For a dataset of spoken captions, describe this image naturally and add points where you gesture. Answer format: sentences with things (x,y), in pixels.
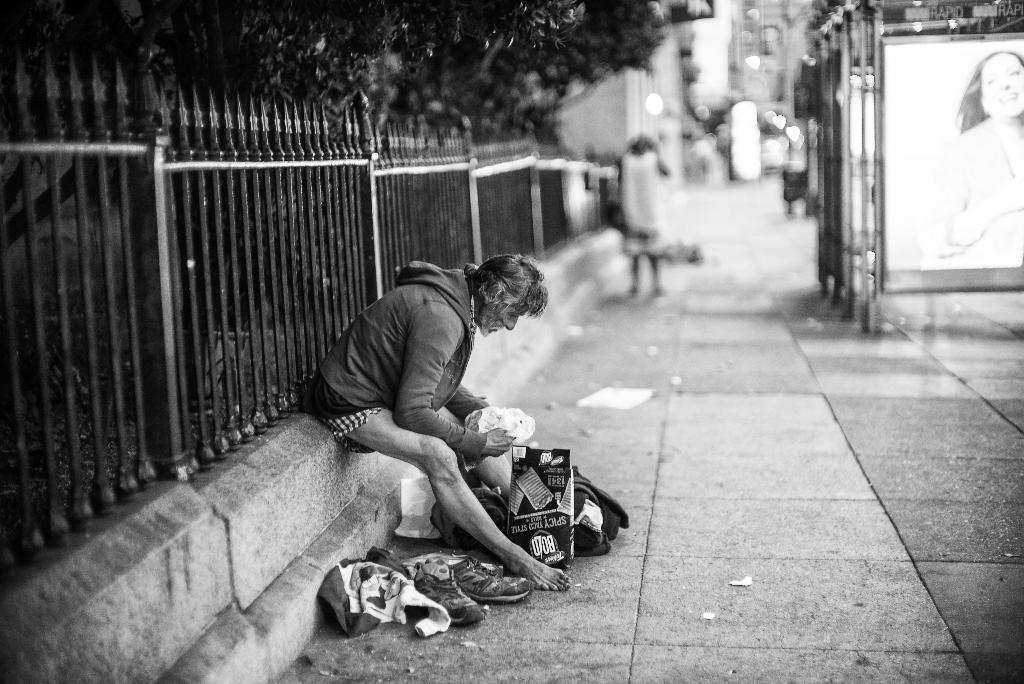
In this image I can see a person (448,461) sitting. In front of the person (452,503) I can see few bags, shoes (428,561) and covers (436,524). Background (648,212) I can see few boards (979,269) and the other person (633,214) walking. I can also see trees (549,72) and the railing (347,182) and the image is in black and white.
